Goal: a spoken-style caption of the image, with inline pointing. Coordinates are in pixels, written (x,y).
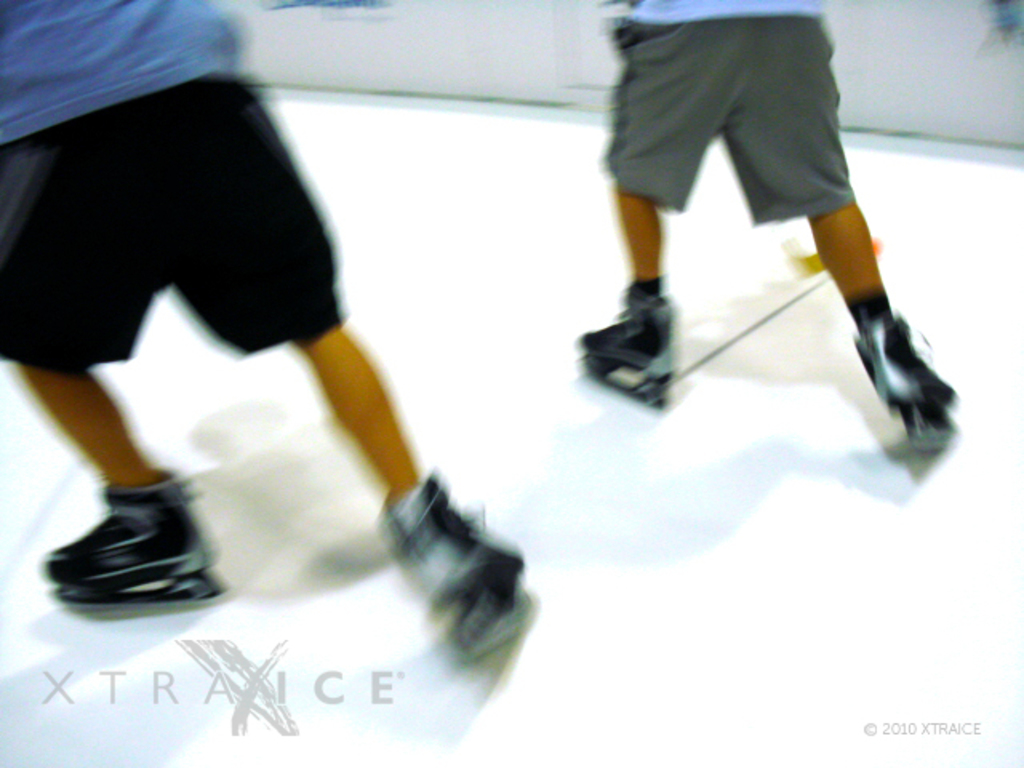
In the image we can see there are two people (124,247) wearing ice skates (488,537) and skating on the rink (716,474).
